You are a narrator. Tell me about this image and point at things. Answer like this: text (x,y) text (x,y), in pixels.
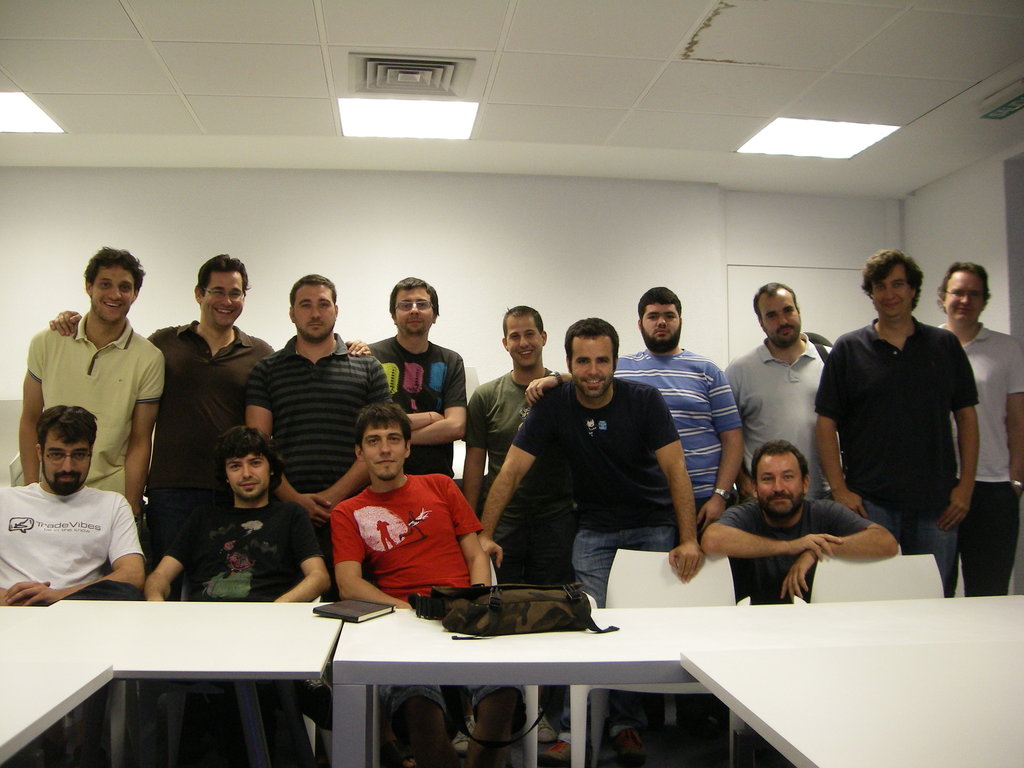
This Picture describes about group of people (541,475) few are seated on the chair (891,570) and few are standing, in front of them we can find a book (350,612) and a bag (543,621) on the table (711,651), in the background (364,171) we can see couple of lights (374,128) and a wall (498,189).
